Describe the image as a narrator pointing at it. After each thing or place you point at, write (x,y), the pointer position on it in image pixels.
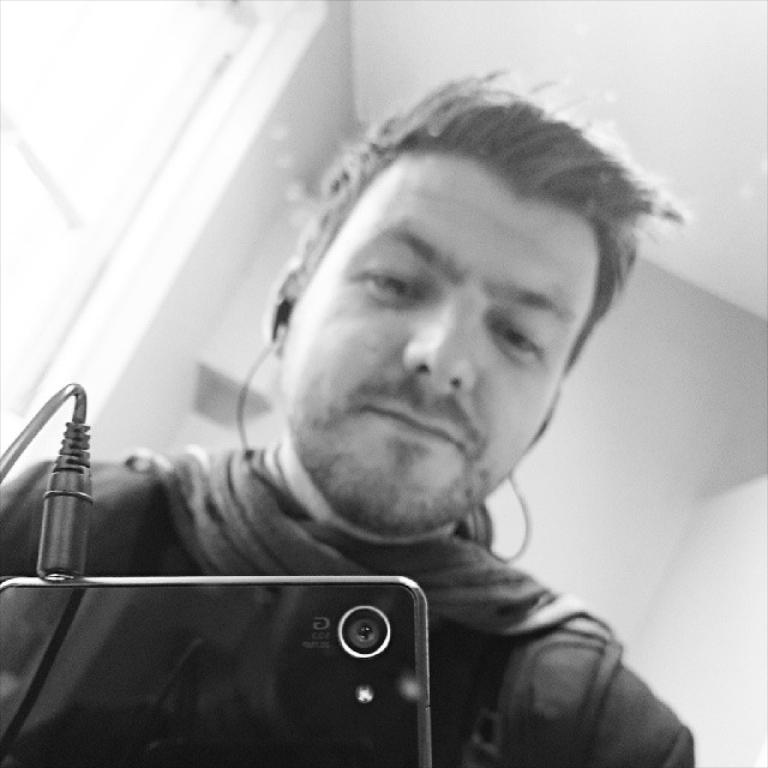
Black and white picture. Here we can see a mobile (358,695) and cable (58,556). A person (350,488) is looking at this mobile (287,605). Background (761,549) we can see walls (251,200) and window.
